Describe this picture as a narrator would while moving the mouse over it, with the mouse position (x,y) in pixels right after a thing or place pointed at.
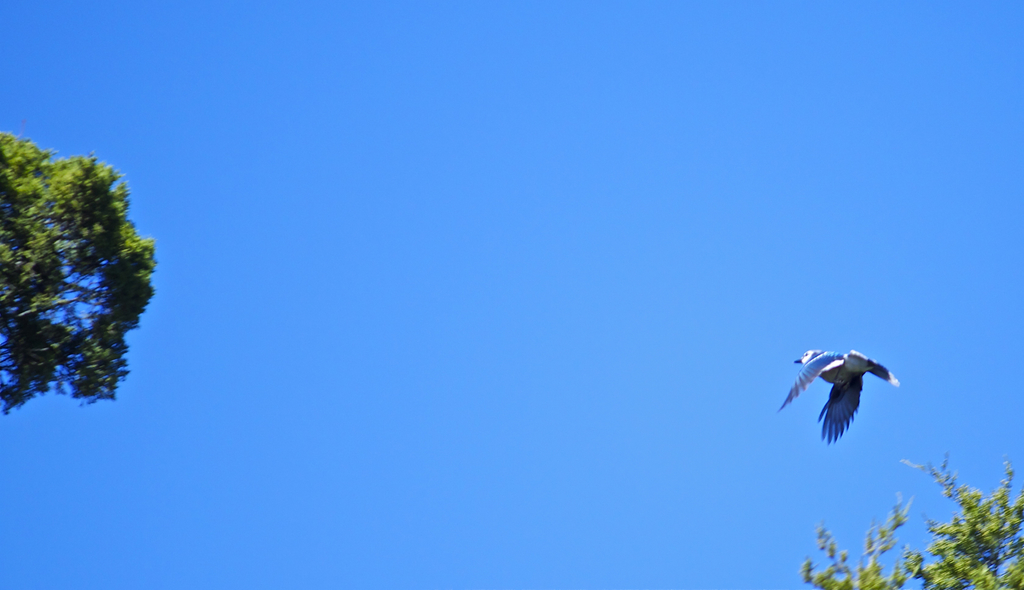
In this image I can see a bird (831,374) which is blue, white and black in color is flying in the air (851,349) and few trees (820,532) which are green in color. In the background (776,444) I can see the sky (535,246).
